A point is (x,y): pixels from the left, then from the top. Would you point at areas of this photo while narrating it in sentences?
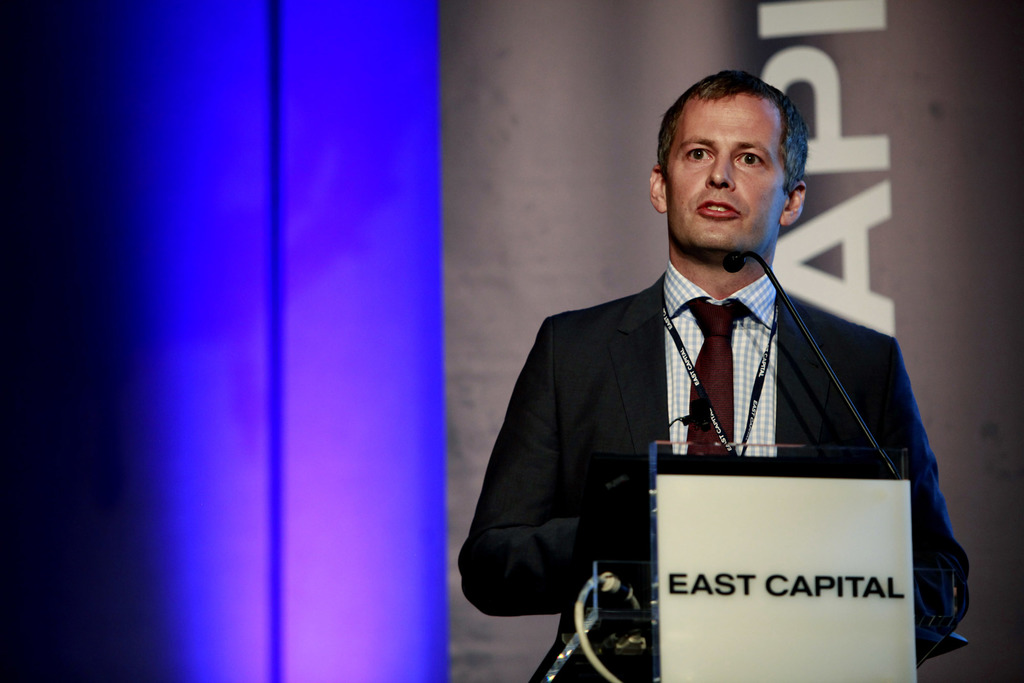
On the right side of the image (705,293) we can see a man (700,333) standing. He is wearing a suit (783,399), before him there is a podium (773,479) and we can see a mic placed on the podium (730,521). In the background (761,67) there is a board (490,241) and we can see a light (356,470).
